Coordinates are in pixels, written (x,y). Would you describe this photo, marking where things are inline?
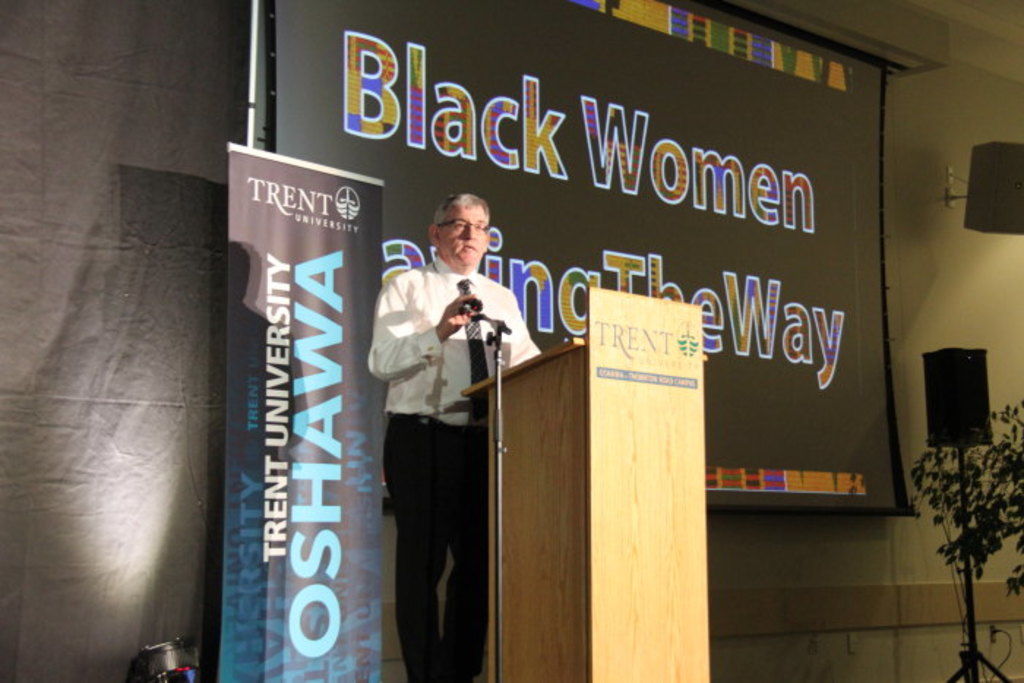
In this image there is one person (414,508) standing in middle of this image (465,454) is wearing white color shirt (441,391) and holding a Mic (471,304). There are some posters (287,266) are in the background (644,188) and there is Mic box (1018,176) is at right side of this image (978,403) and there is a light (181,643) at bottom left side of this image (167,664) and there is a wall (900,236) in the background (894,299).
